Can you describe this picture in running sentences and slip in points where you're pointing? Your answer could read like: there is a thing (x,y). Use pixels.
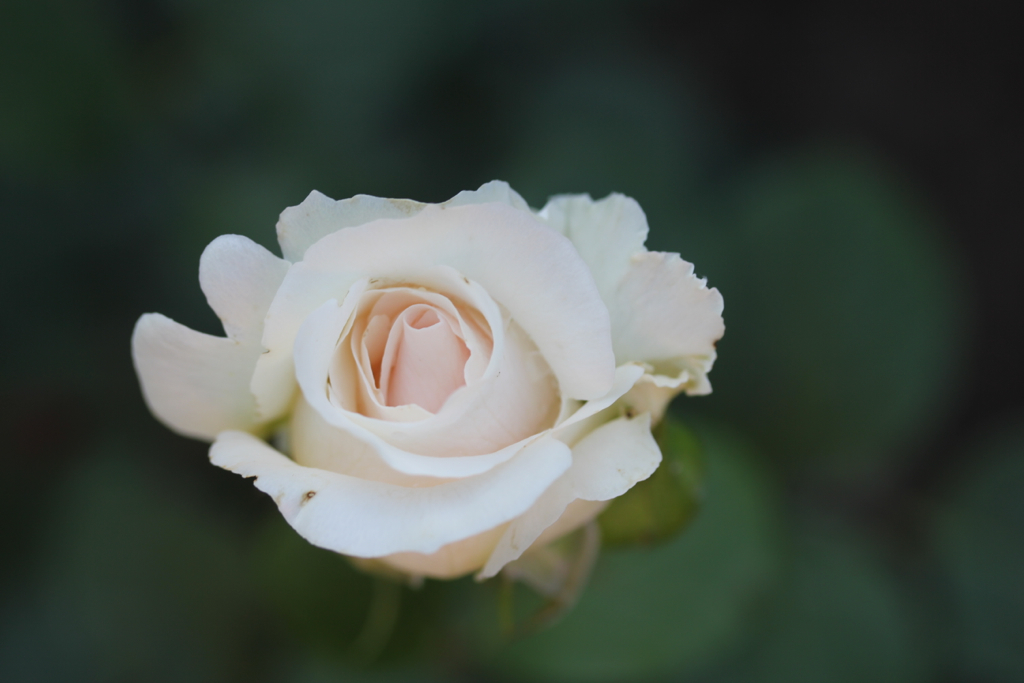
This image is taken outdoors. In this image the background (774,589) is blurred. In the middle of the image (448,391) there is a flower (472,467) which is white in color.
